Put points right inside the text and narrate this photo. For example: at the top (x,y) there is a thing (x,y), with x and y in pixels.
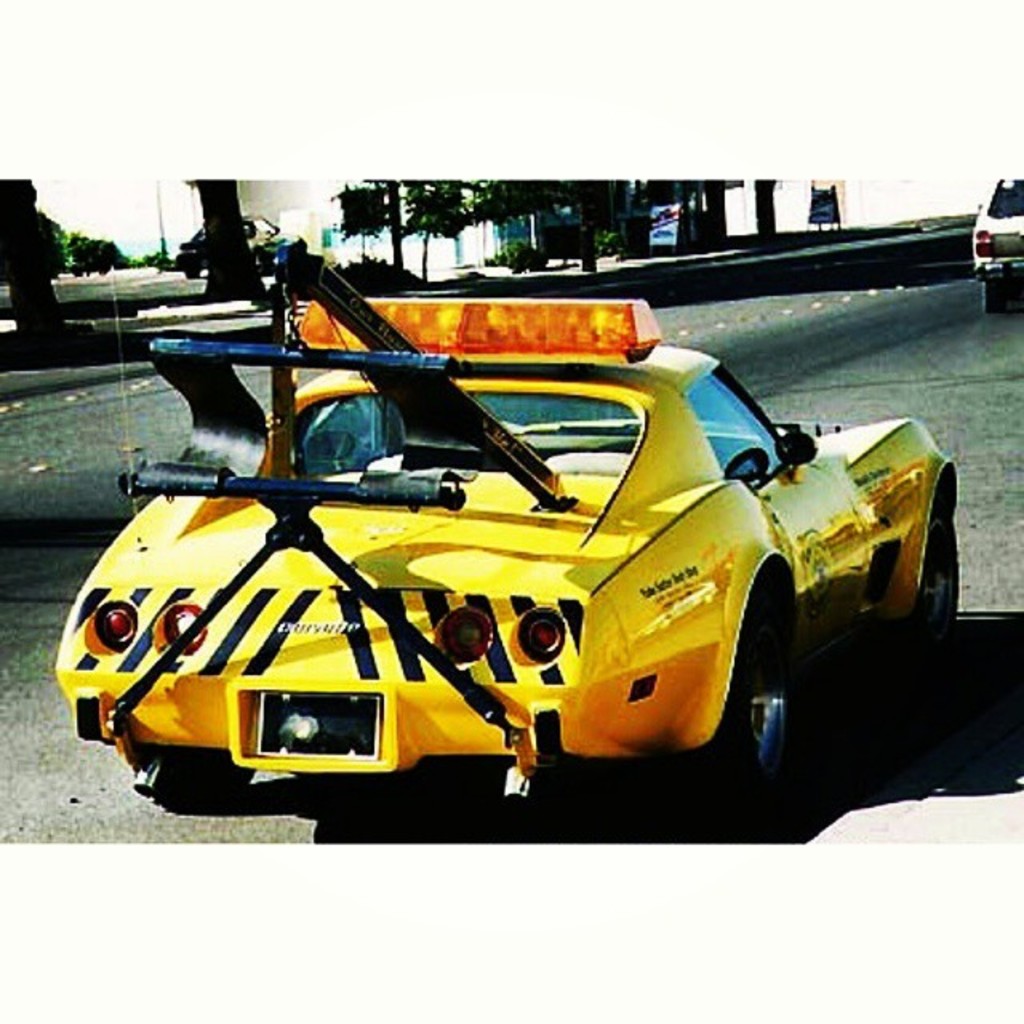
In this image there is a yellow color car (195,555) and a white color car (1002,277) on the road (814,317), and at the background (365,201) there are trees (29,272), plants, hoardings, sky (179,229).
